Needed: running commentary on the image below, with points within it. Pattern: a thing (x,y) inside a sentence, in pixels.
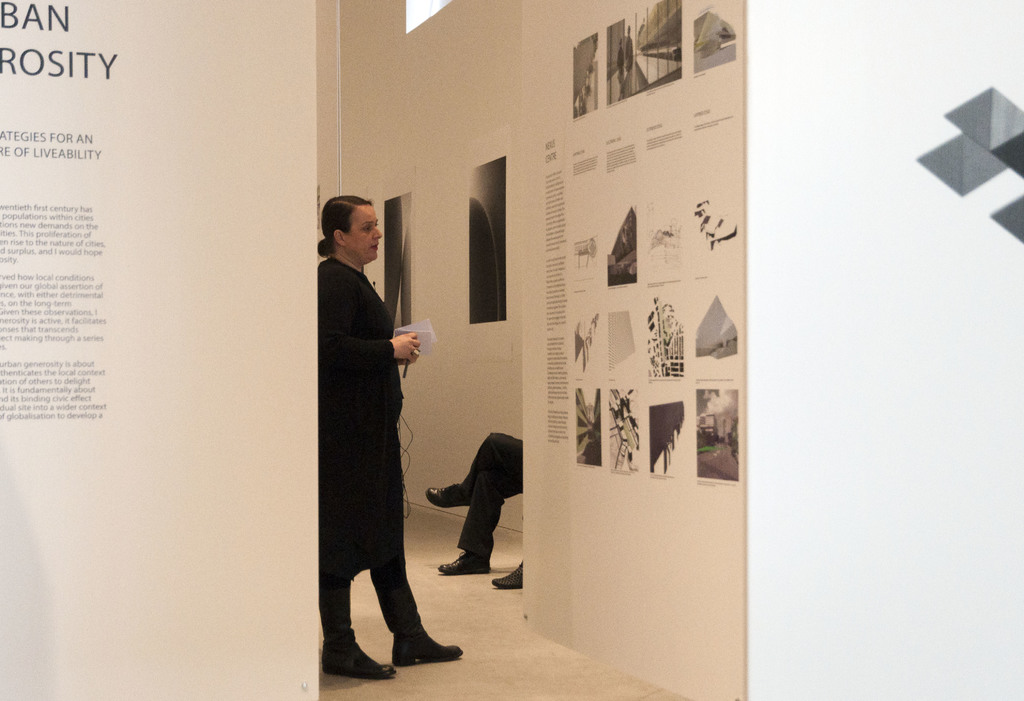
This is the picture of a room (787,302). In this image there is a woman (428,655) standing and holding the object (403,368) and there are two people (470,503) sitting. On the left side of the image (286,468) there is text (62,39) on the board (52,591). On the right side of the image (699,459) there is text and there are pictures (664,85) on the board (544,251). At the back (403,298) there are boards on the wall (437,44). At the top (444,2) there is a ventilator window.
